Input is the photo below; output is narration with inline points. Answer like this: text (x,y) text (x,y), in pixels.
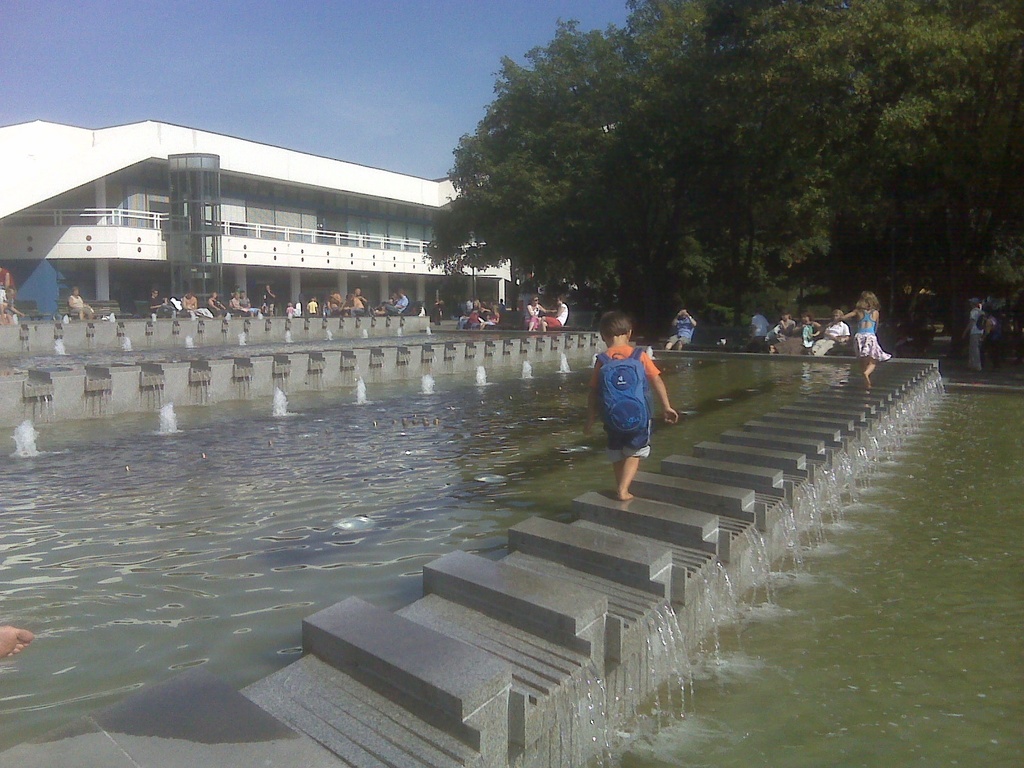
In this picture I can see a water fall (349,473), in the middle (617,479) a boy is walking through this wall (591,546), he wore bag (632,395). On the left side (24,228) there is a building (213,287) and few people (350,311) are sitting and standing, on the right side (792,47) there are green trees (825,156) in this image.
